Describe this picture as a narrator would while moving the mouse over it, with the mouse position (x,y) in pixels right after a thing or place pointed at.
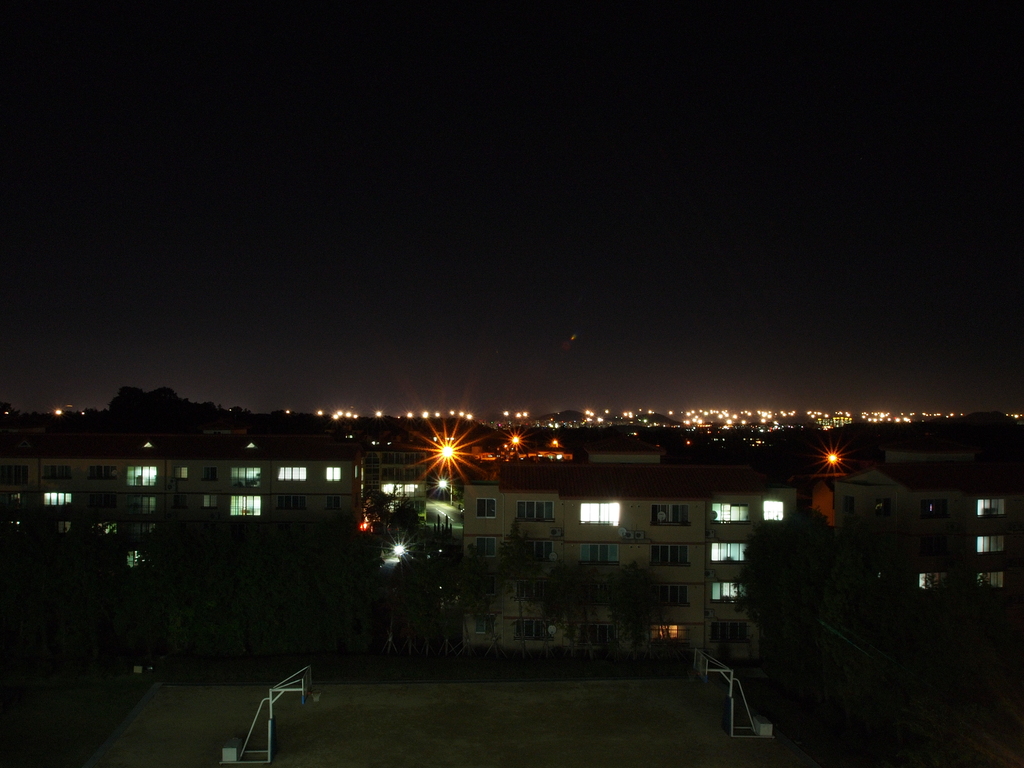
This image is taken at night time. In this image there is a ground (661,742) on which there are two metal structures (731,729), there are buildings (884,510), trees (790,570), a few lights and the background (766,361) is dark.
